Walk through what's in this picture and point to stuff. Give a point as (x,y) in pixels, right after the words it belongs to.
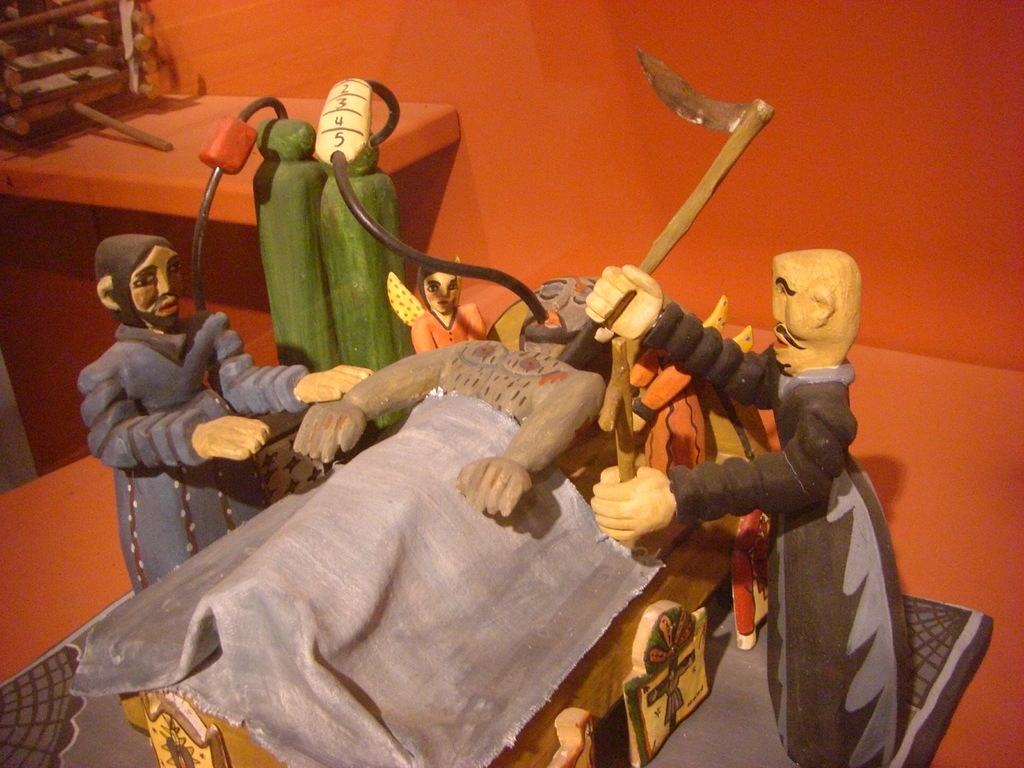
In this picture there are few toys (881,540) where there is a person (823,526) holding an object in his hand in the right corner (845,515) and there is another person (510,407) sleeping in front of him and there is a person (171,444) wearing blue dress (171,444) is in the left corner (167,457) and there are green color cylinders (309,302) beside him and the background (399,26) is in red and there is an object (79,40) in the left top corner (69,51).
